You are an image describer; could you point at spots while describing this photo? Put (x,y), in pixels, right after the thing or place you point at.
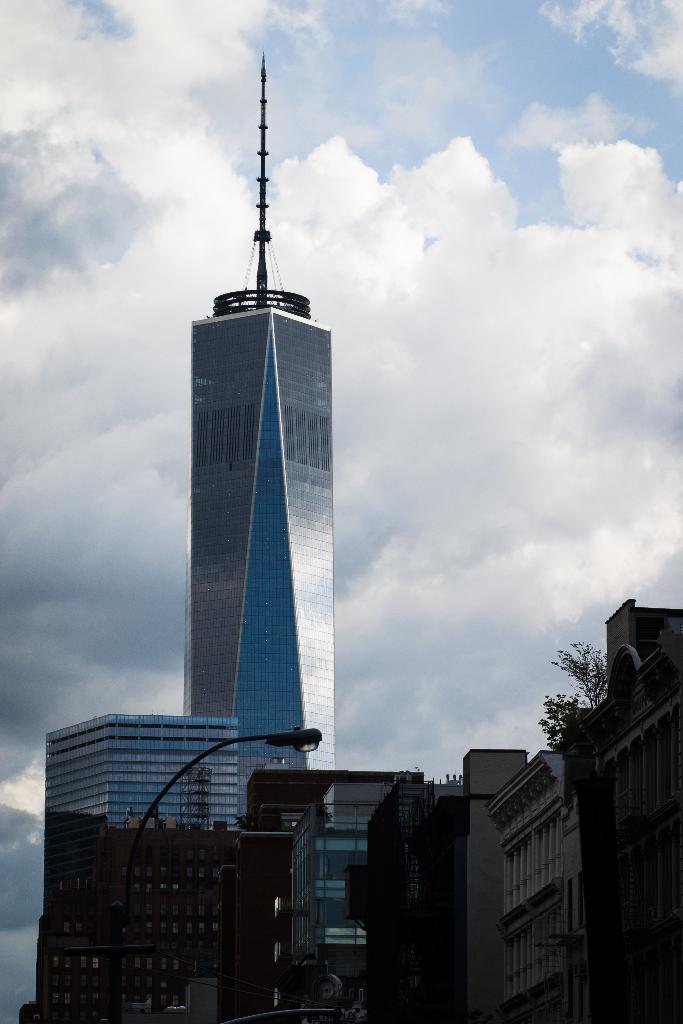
In this picture we can see a tower (253,638), buildings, here we can see a street light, trees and some objects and we can see sky (436,617) in the background (354,374).
